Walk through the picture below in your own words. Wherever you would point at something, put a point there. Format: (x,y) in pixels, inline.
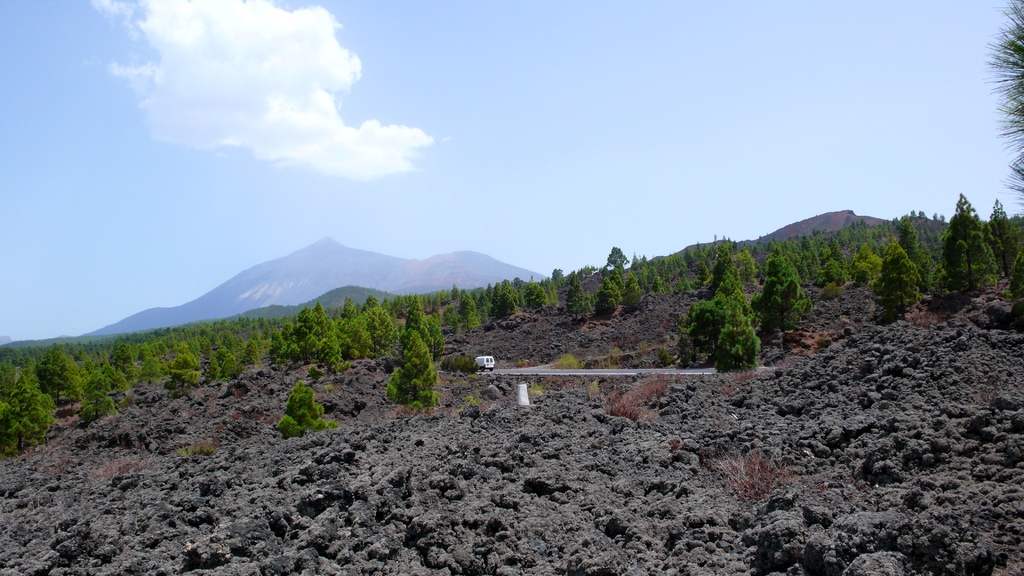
In this image we can see sky (258,191) with clouds (407,144), hills (294,272), trees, rocks (206,503) and a motor vehicle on the road (541,371).
